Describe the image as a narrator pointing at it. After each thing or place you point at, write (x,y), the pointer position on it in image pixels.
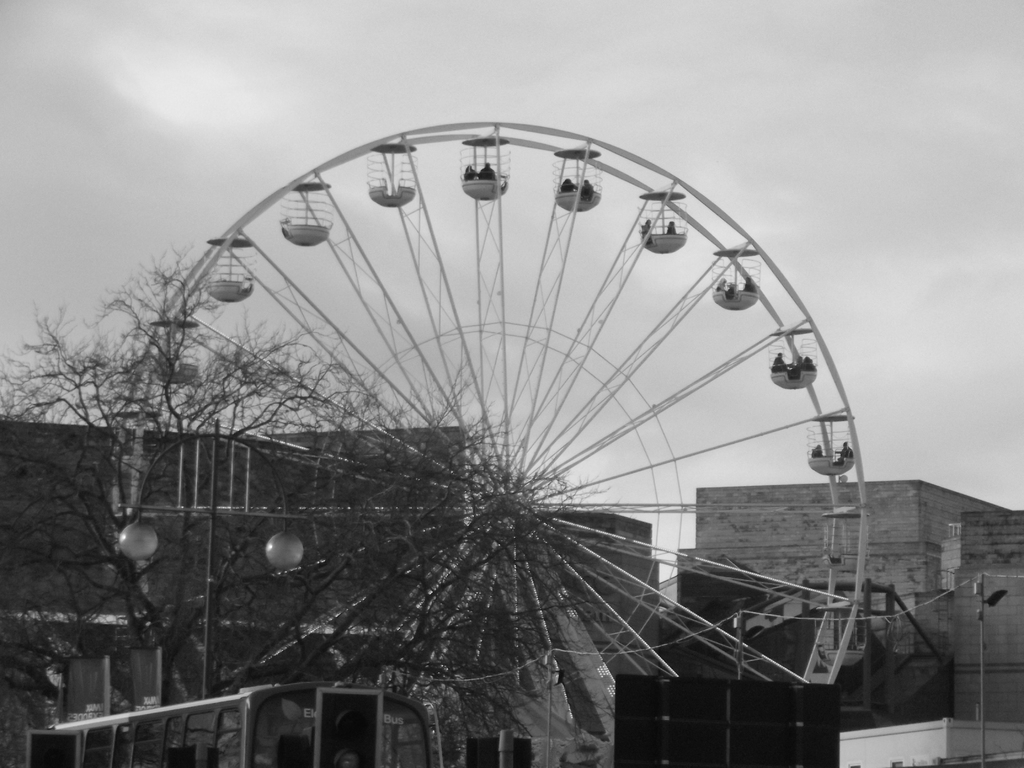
In this picture we can see a giant wheel (530,562), houses (891,556) and some trees (170,672).
